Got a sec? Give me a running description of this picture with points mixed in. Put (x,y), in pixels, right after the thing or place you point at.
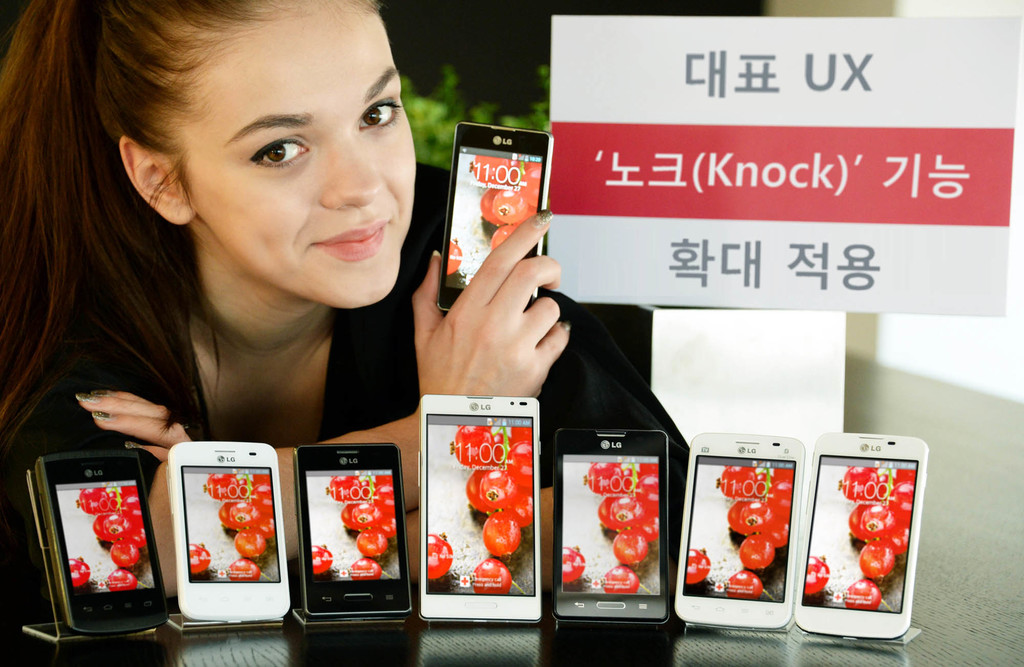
A woman (375,199) is holding mobile phone (492,223) in her hand (477,362) and giving pose. In front of her there are mobile (329,567) on a table (691,642). On the right (783,153) there is a hoarding (876,201).
